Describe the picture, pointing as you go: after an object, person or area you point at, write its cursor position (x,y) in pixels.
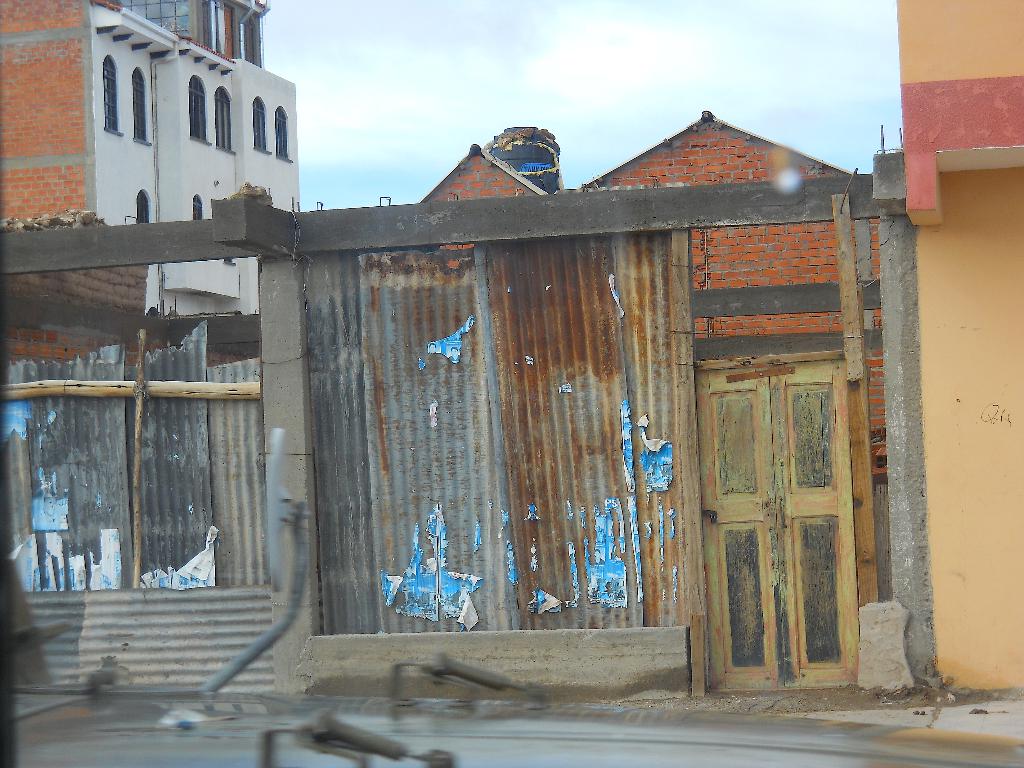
As we can see in the image that a metal gate (321,380). After that a building (83,150) which is having a brick wall (62,90) and windows (140,111) and above the metal sheet (397,266) there is a sky (526,58) which is in pale blue color.
